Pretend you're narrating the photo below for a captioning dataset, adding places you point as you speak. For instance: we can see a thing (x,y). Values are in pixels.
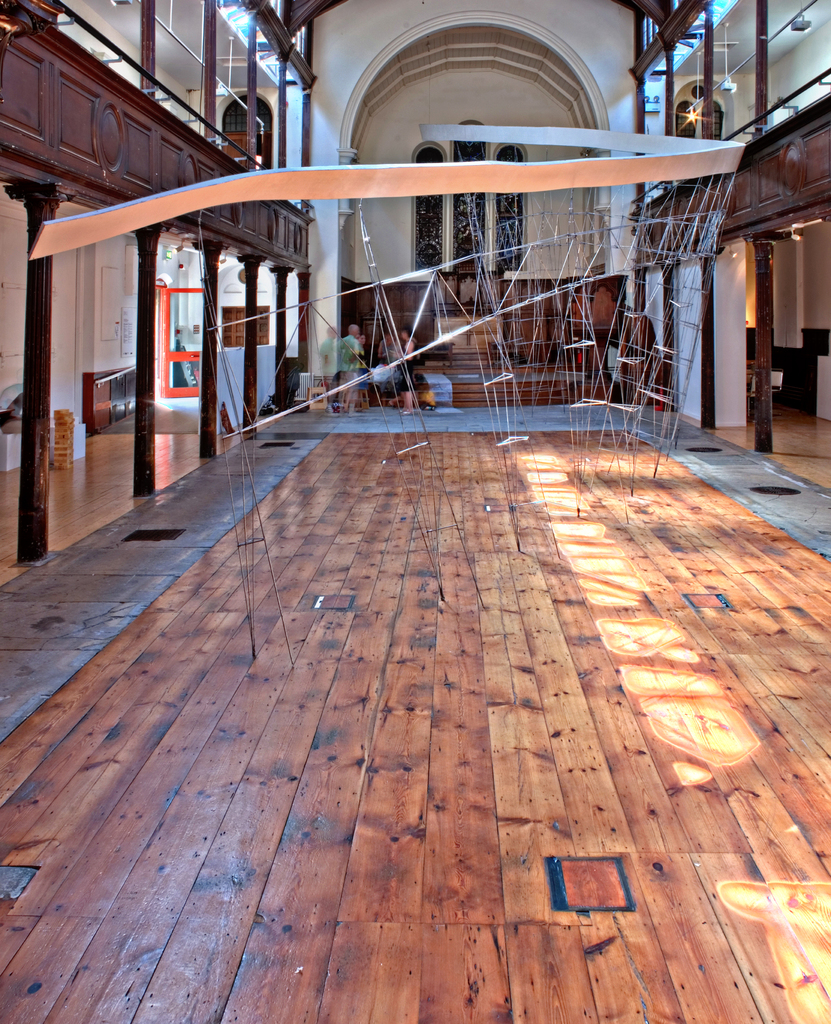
In this image we can see the inner view of a building (356,464). In the building (245,354) there are poles (253,341), electric lights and persons (389,343) standing on the floor (424,420).
